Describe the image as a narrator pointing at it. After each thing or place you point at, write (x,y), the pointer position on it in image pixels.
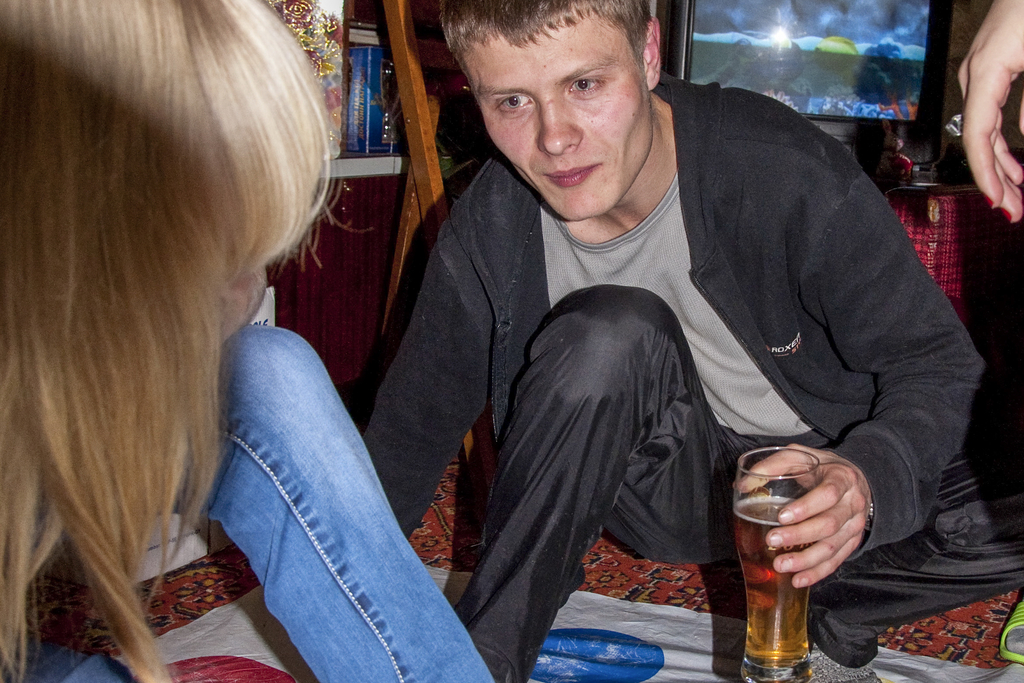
In this image we can see a man (777,360) wearing black dress (824,641) is sitting on the floor (733,596) while holding a glass (764,565) with drink (773,586) in his hands (811,515). There is a woman (343,576) in front of him. In the background (362,72) we can see books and television (826,92).
